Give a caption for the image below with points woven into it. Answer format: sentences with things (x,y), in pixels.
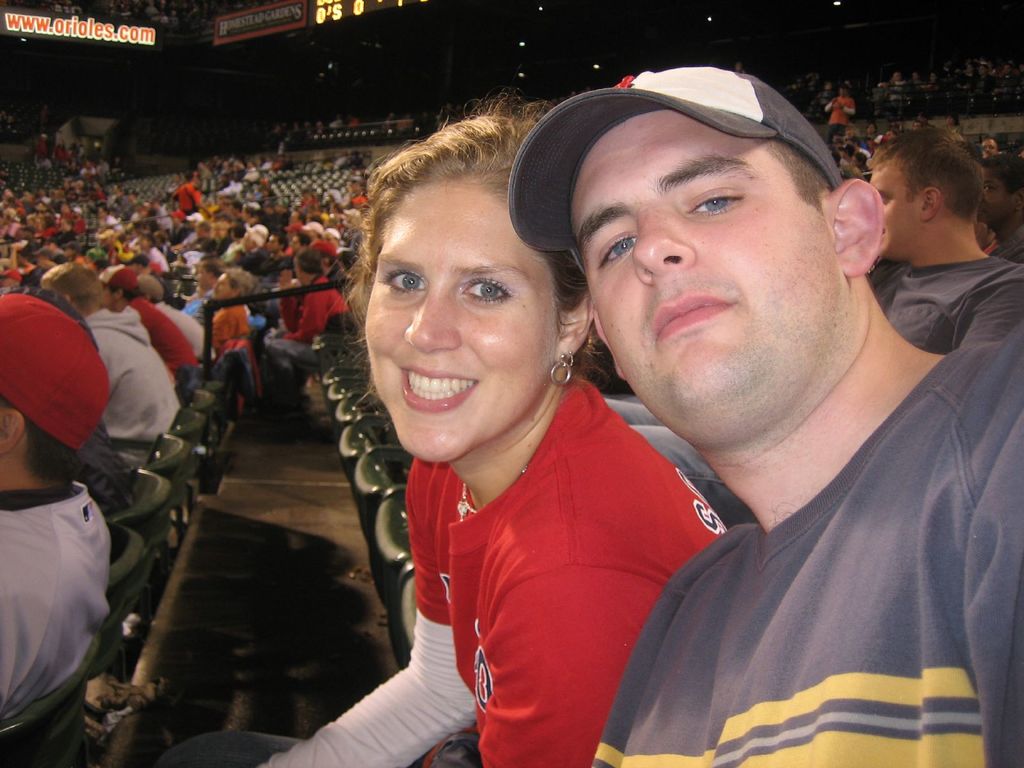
This is the picture of a guy (858,757) and a girl (437,567) sitting on the chairs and around there are some other people (65,515) and some chairs (63,740).
